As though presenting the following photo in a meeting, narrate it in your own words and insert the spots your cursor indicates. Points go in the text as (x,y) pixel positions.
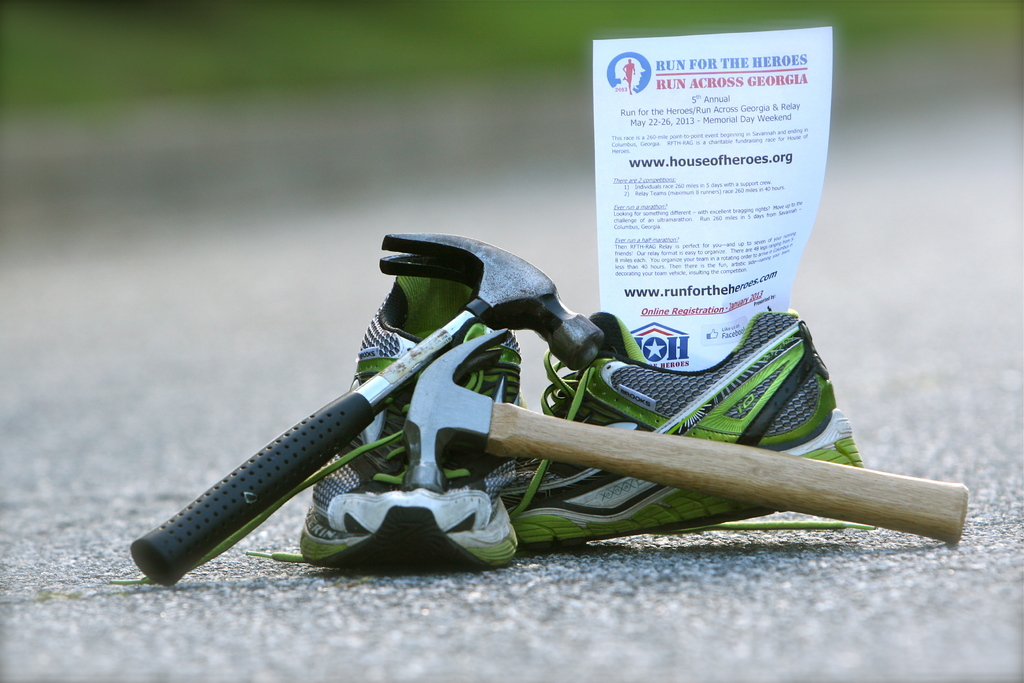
In this picture we can see shoes (549,368), paper (608,279) and framing hammers (499,423).
